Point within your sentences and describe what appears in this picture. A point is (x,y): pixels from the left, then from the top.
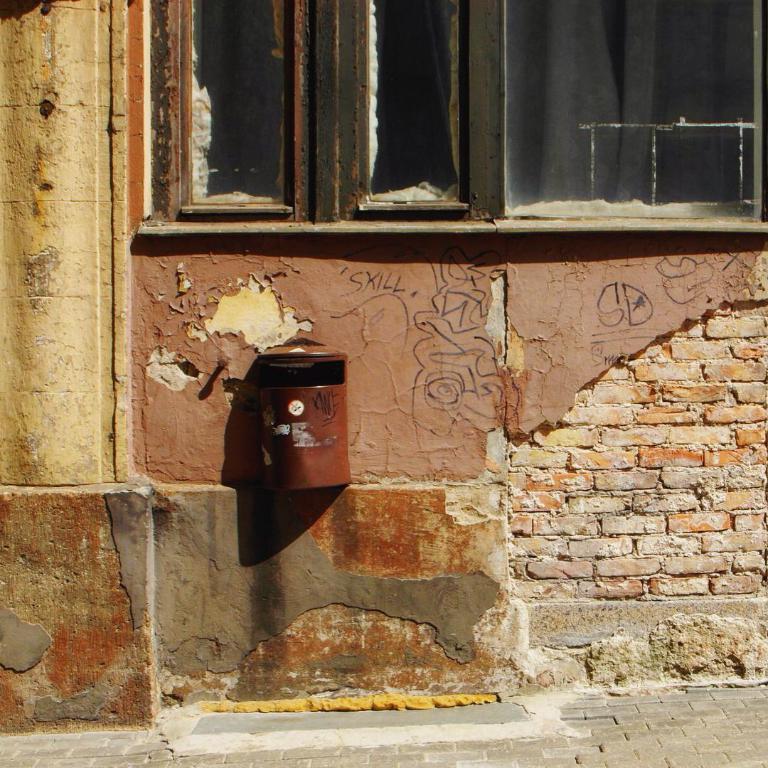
In this picture we can see mailbox (279,467) on the wall (357,394) and windows (287,133).
